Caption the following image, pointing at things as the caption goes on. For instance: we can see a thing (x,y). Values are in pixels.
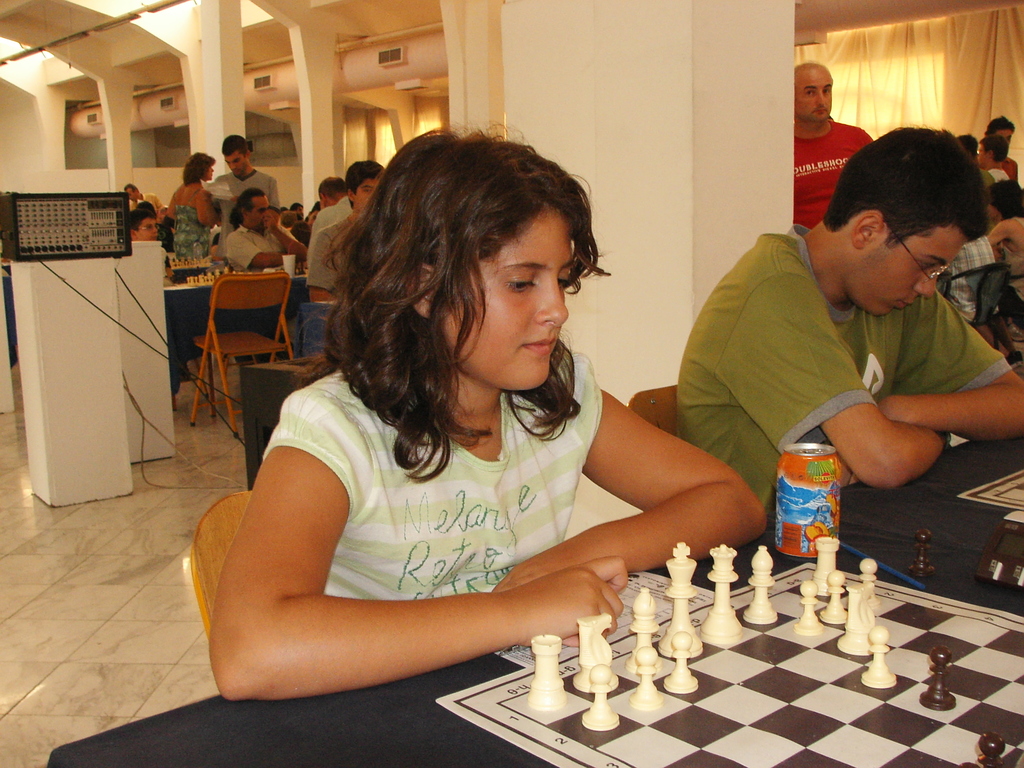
The front woman (401,497) is sitting on a chair (238,537) is looking at a chess board coins (648,659). On this table (556,732) there is a chess board coins (690,592) and tin (786,528). Most of the persons (576,199) are sitting on the chair (981,310). On this table (107,274) there is a electronic device (104,208).
